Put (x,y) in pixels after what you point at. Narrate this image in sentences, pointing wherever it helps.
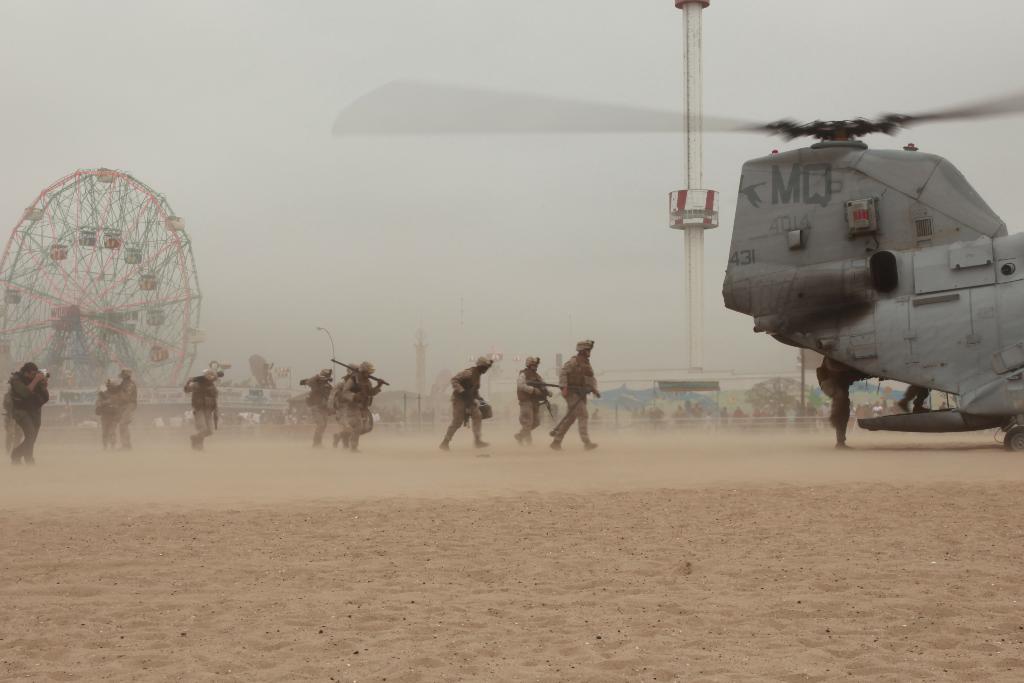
In this picture we can see an aircraft (905,316) on the right side (884,328), at the bottom (695,551) there is sand (660,568), we can see some people (575,412) are walking, on the left side (96,291) there is a giant wheel (79,265), we can see a tower (700,190) on the right side (693,201), there is the sky (304,80) at the top of the picture (285,61).
